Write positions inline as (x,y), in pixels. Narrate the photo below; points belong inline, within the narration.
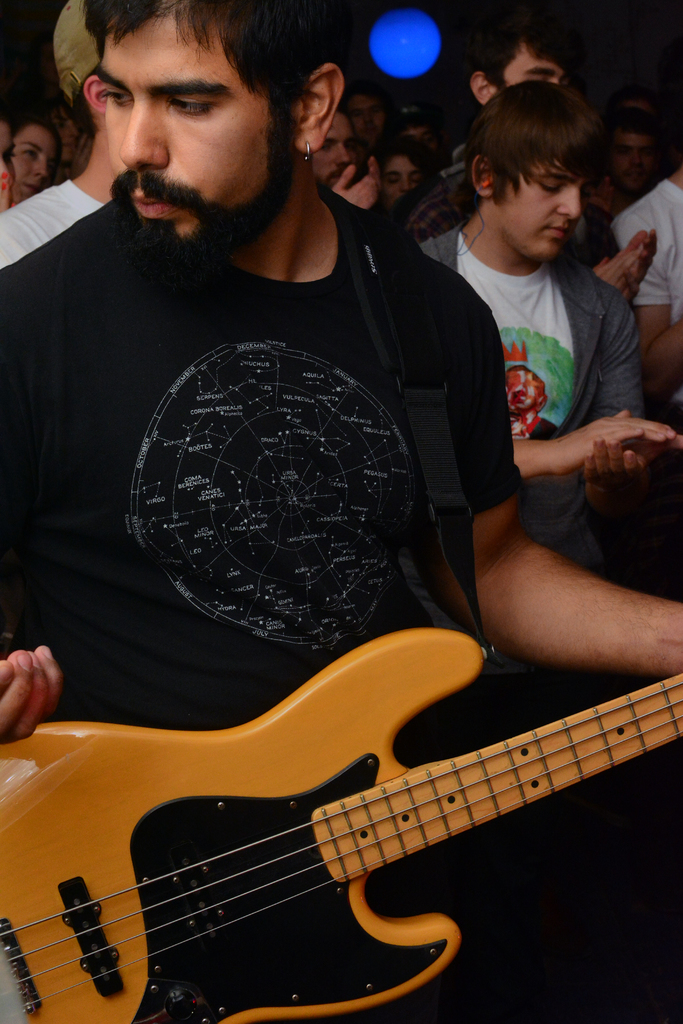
Bottom left side of the image (196,769) a man (393,295) is standing and holding a guitar (329,728). Behind him few people (658,302) are standing. Top of the image (388,64) there is a blue color light (379,60).
